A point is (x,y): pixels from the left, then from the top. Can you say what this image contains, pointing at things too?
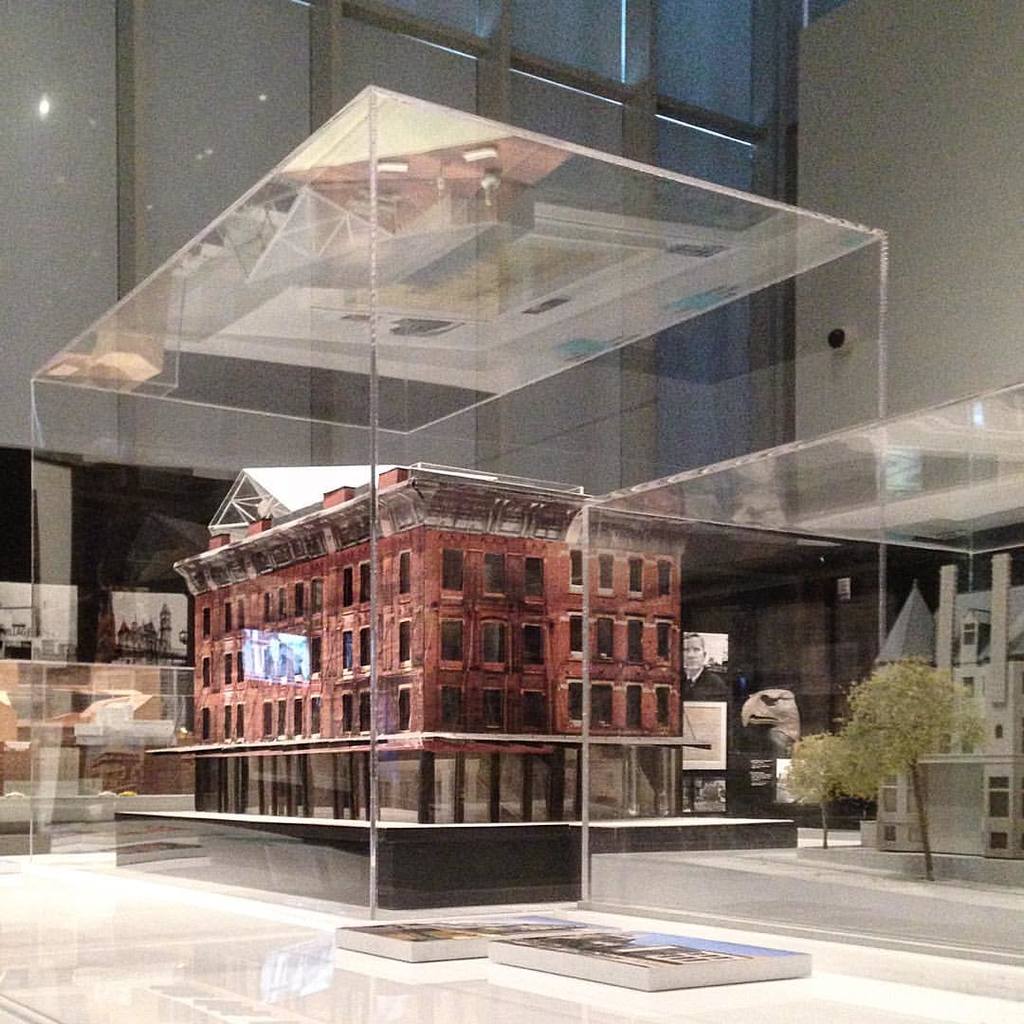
In this picture I can see a glass box (584,633) in which we can see an architecture (428,712) of the building (442,681).
